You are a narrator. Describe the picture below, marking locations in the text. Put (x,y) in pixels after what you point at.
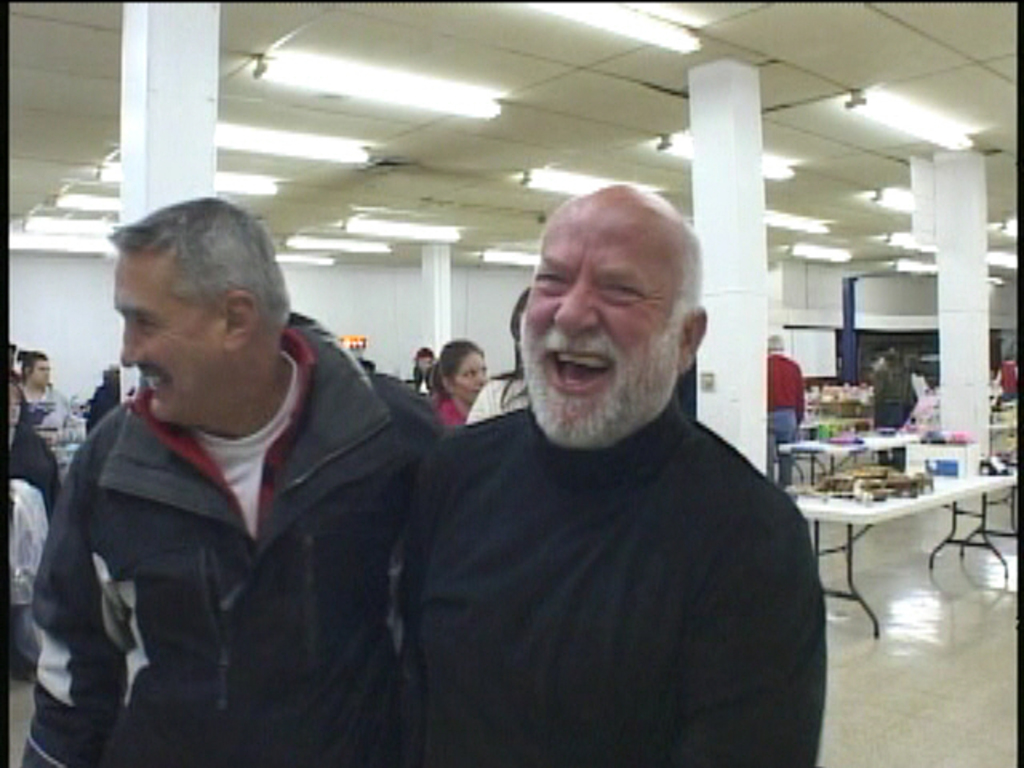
In the image in the center (562,305) we can see two persons (339,388) were standing and they were smiling, which we can see on their faces (544,254). In the background (335,254) there is a wall (378,320), roof (85,146), lights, pillars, tables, chairs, few people (12,406) standing and few other objects (949,453).
